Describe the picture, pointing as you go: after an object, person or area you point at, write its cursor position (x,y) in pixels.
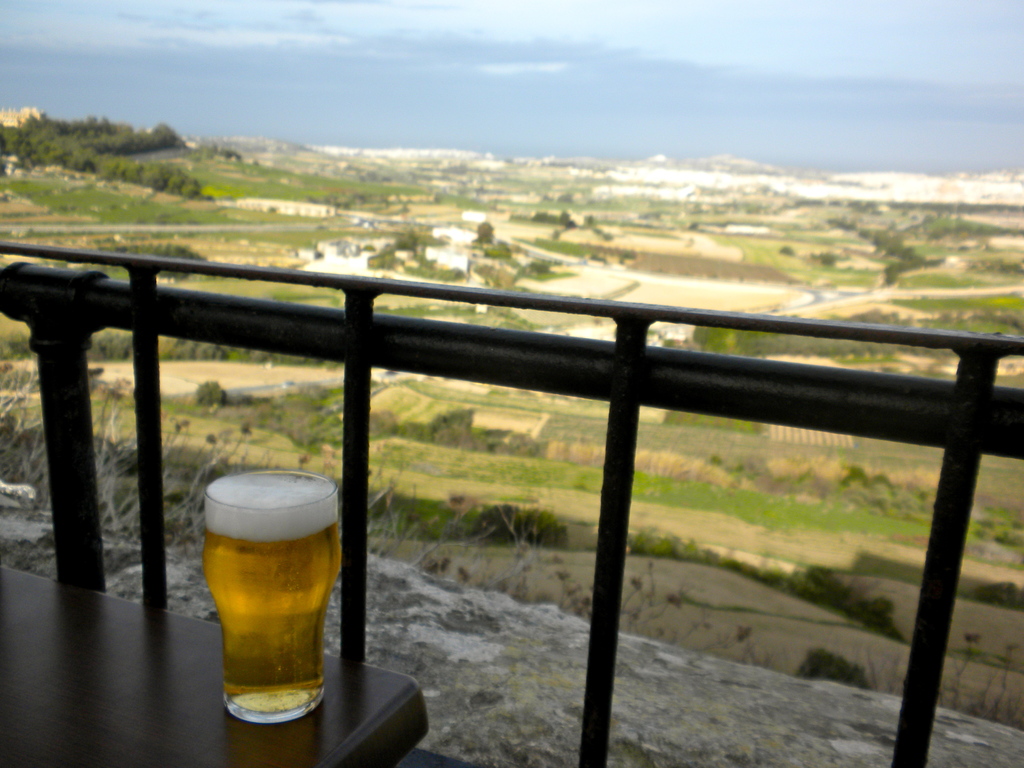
At the bottom left side of the image (153,661) there is a table (210,713). On the table (102,649), we can see one glass (329,547). In the glass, we can see some liquid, which is in yellow color. In front of the table (118,660), there is a fence (348,547). In the background (568,82), we can see the sky (587,68), clouds (641,82), trees (160,181), plants (1023,318), grass (240,212) and a few other objects (290,204).
